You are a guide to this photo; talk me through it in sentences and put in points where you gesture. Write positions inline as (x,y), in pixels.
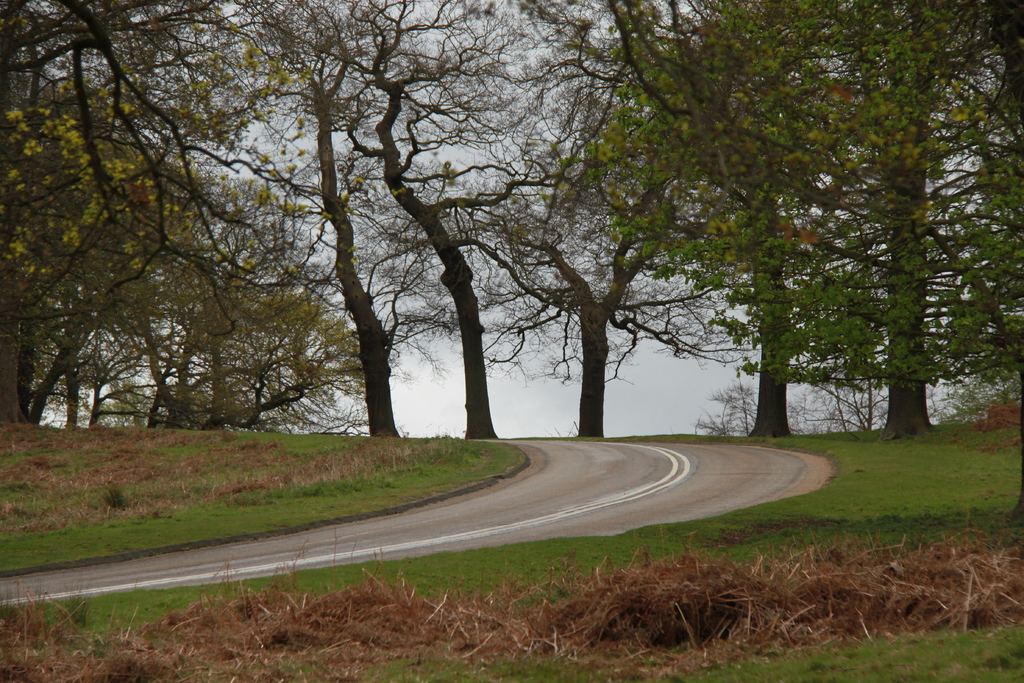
This is the picture of a road (448,537). In this image there are trees (954,270). At the top (495,147) there is sky (481,149). At the bottom (819,461) there is a road (673,510) and there is grass (946,474).
